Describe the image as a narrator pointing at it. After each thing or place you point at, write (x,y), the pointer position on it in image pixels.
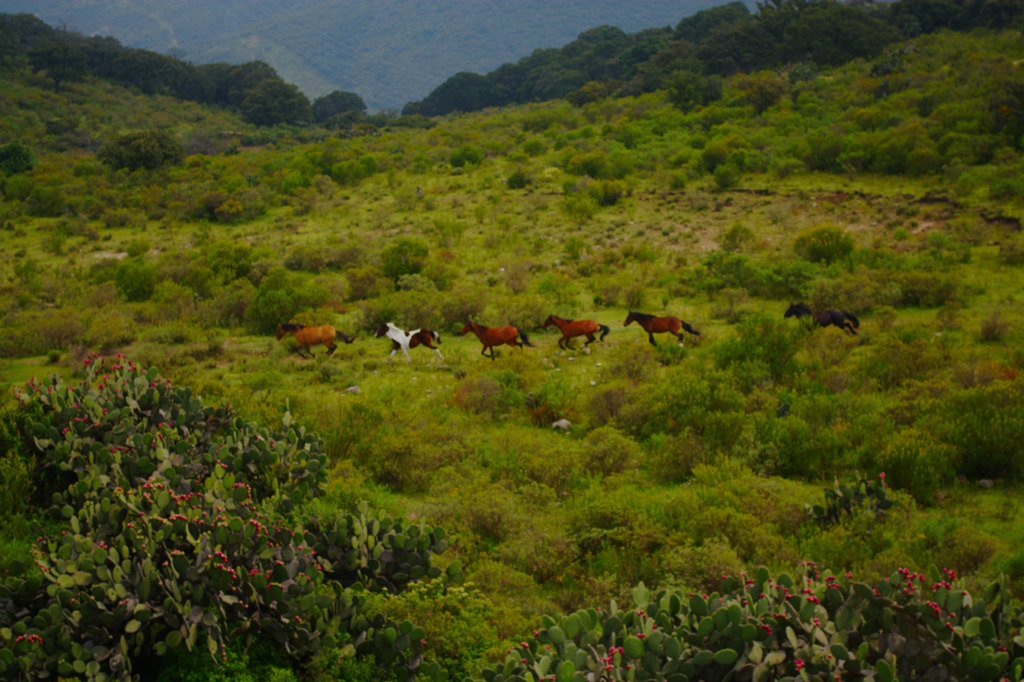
In this picture we can see some horses (639,319) running, there are some plants (485,318) and trees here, we can see flowers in the front (130,367).
